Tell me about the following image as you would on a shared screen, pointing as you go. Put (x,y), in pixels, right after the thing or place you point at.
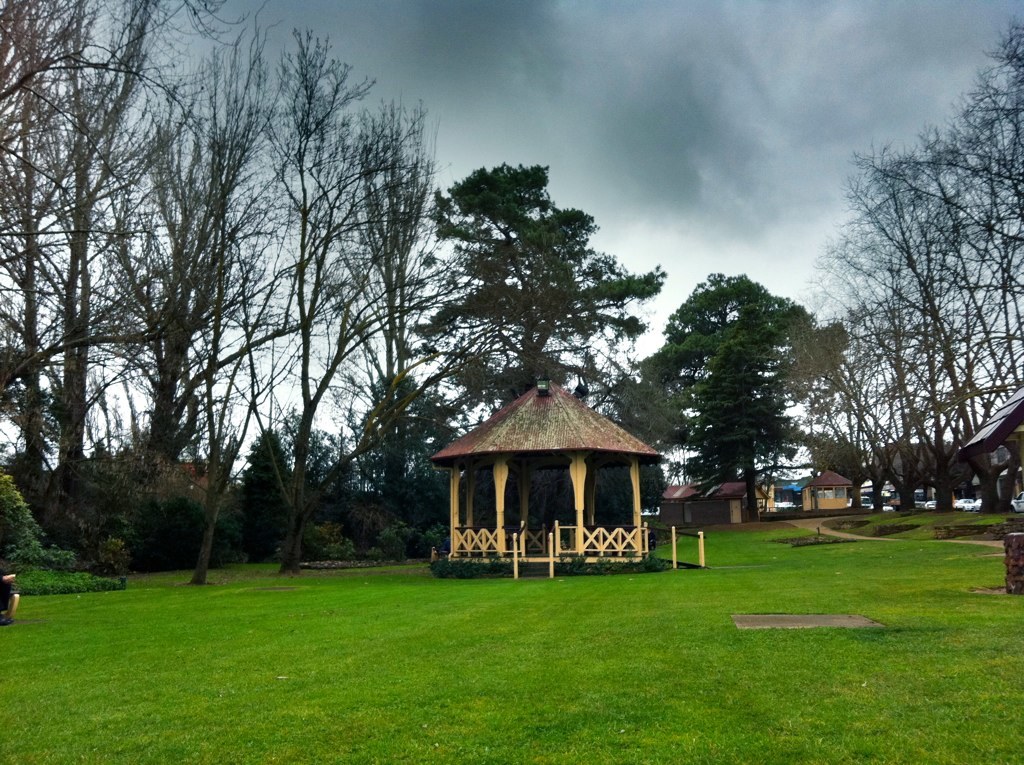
In the middle of the picture (556,448), we see a gazebo (586,507). At the bottom (513,700), we see the grass (351,662). There are trees (721,445) and buildings (845,497) in the background (923,465). We even see the cars (889,506). At the top (714,113), we see the sky (550,136). This picture might be clicked in the park (584,558).
